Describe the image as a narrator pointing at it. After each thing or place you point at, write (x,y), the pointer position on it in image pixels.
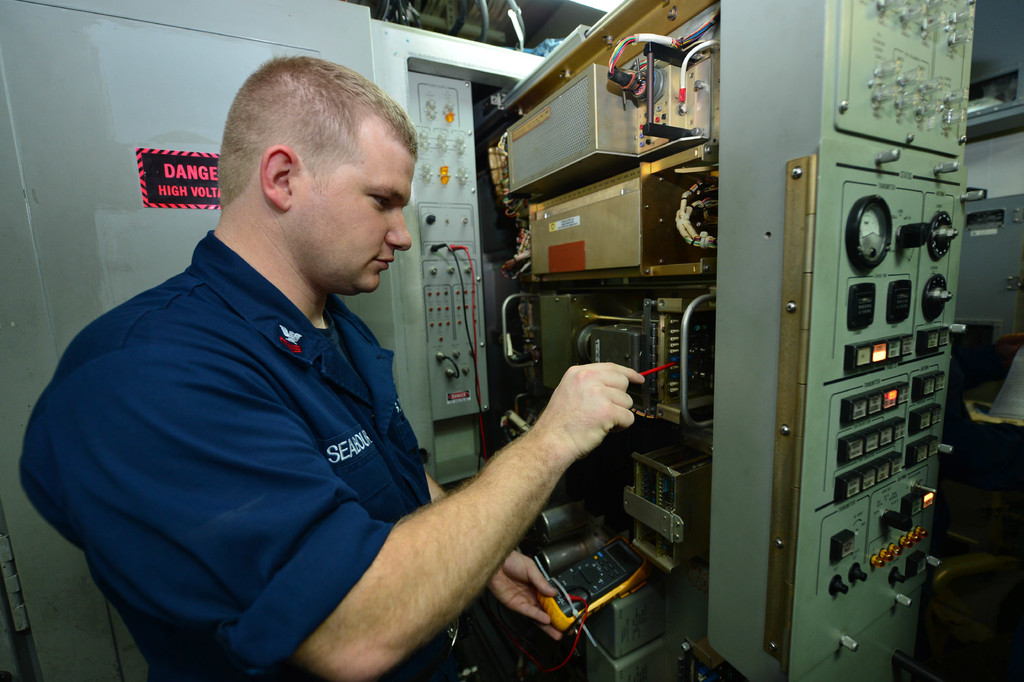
This image consists of a person (384,393). He is wearing a blue shirt (247,489). There is some machine (641,333) on the right side (912,428). He is fixing something.
